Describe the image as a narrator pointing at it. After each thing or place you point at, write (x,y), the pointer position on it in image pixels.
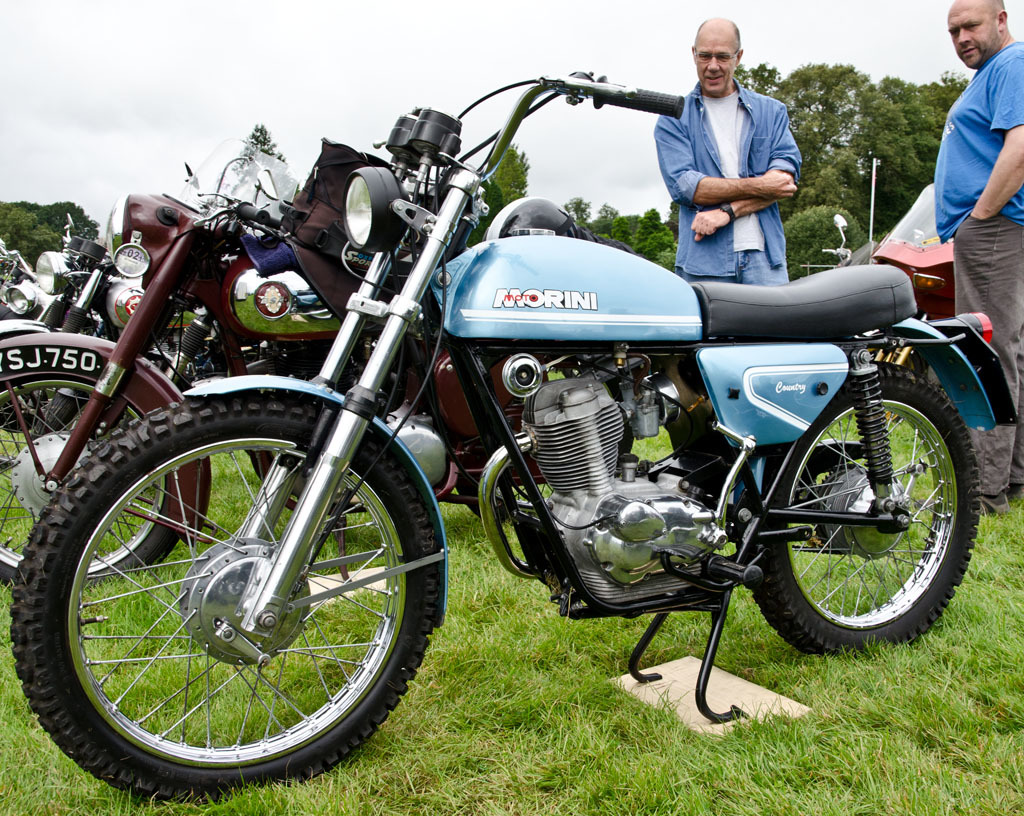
In this image I can see grass ground (499,650) and on it I can see few motorcycles (451,398) and I can see few men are standing. On these vehicles (193,397) I can see something is written. In the background (850,145) I can see number of trees (867,185), a pole (871,228) and sky (160,126). Here I can see both of them are wearing blue dress (993,101).
